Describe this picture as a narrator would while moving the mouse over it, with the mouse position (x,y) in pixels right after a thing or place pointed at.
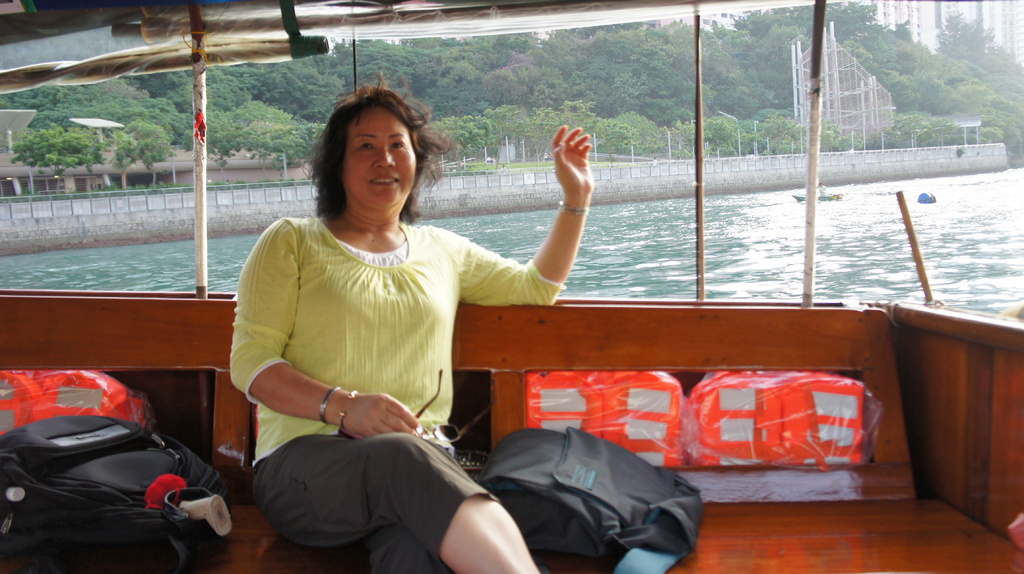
The picture is taken in a boat (33,45). In the foreground of the picture (384,348) there is a woman (360,317) sitting on the bench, behind her there are bags (612,504). In the background (114,169) there are trees (455,111), buildings (982,17) and fencing (71,200). In the center of the picture (612,204) there is water (706,226) and a wall (987,161).
